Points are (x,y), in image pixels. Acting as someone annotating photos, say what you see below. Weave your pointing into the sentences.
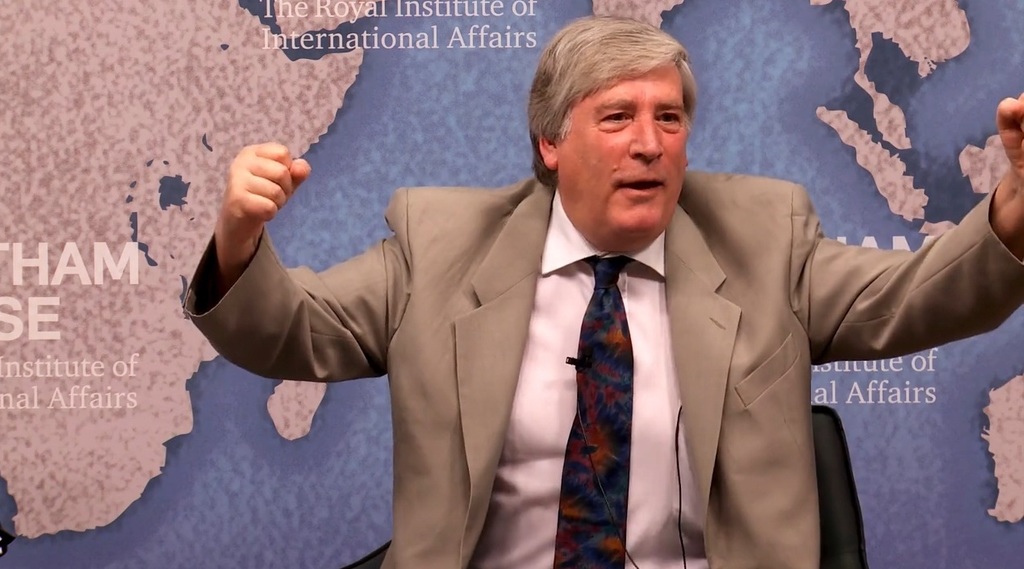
This picture shows man (790,196) seated on the chair (847,547) and he wore a coat (705,236) and a tie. We see a map (335,508) on the back of him.
